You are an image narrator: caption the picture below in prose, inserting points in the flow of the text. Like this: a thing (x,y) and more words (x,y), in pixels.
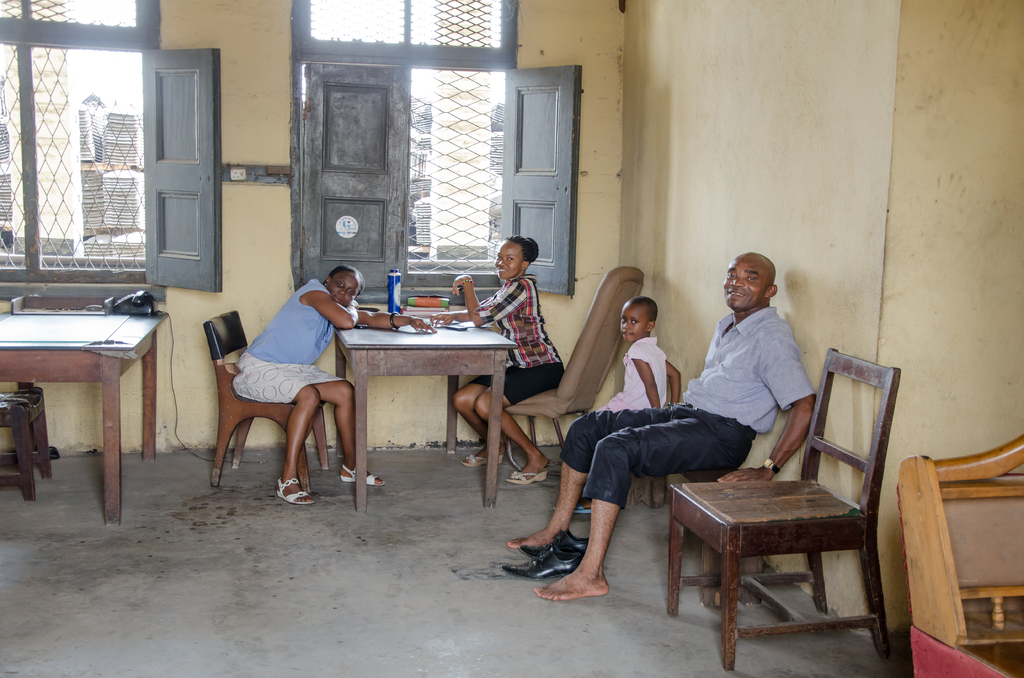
To the left side of the picture (107,348) there is a table (45,344). To right corner of the table (97,360) there is a telephone (129,299). In front of table (107,319) there are two ladies (527,332) sitting. In between them there is a table (406,358) with bottle (394,282) on it. And to the right side (772,481) there is a wooden chair (789,494). Beside the chair (777,501) there is a man (752,387) with blue shirt (745,390) and pant (640,459) sitting on the bench (634,479). In between his legs (581,577) there are shoes (557,555). Beside him there is a girl (637,382) sitting. In the middle of the picture (378,269) there are two windows (323,174).
